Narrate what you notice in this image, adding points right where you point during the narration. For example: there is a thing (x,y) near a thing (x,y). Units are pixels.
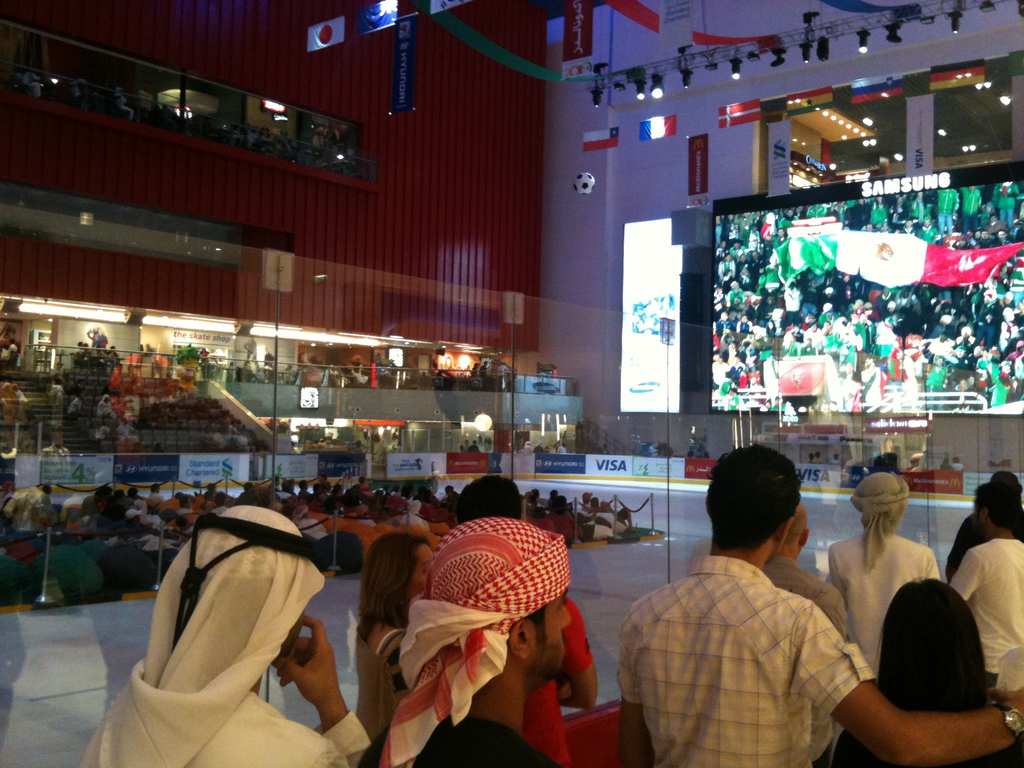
In this image I can see the group of people (313,622) with different color dresses (249,558). In-front of these people (588,521) I can many boards (712,468), screens (773,405) and the flags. In the background (241,479) I can see many boards (328,455), railing (224,395) and also few more boards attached to the brown color surface (377,216). I can see many lights (655,88) at the top (643,80).
